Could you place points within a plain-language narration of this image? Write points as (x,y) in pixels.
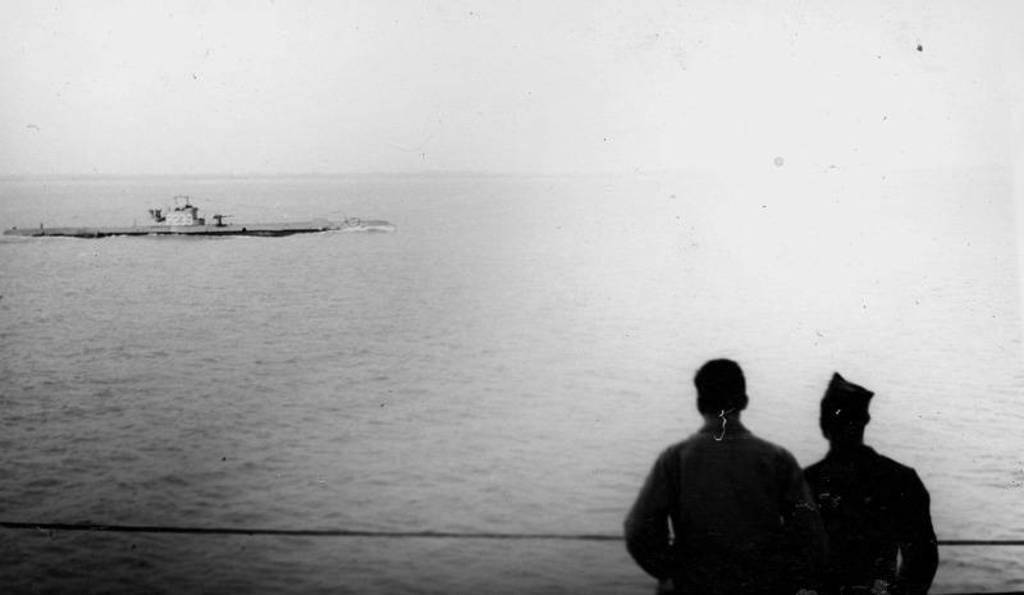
In this image there is the sky (387,95) truncated towards the top of the image (115,91), there is the sea (488,226) truncated, there is an object (176,209) in the sea (82,206), there are two persons (790,493) truncated towards the bottom of the image (788,487).
